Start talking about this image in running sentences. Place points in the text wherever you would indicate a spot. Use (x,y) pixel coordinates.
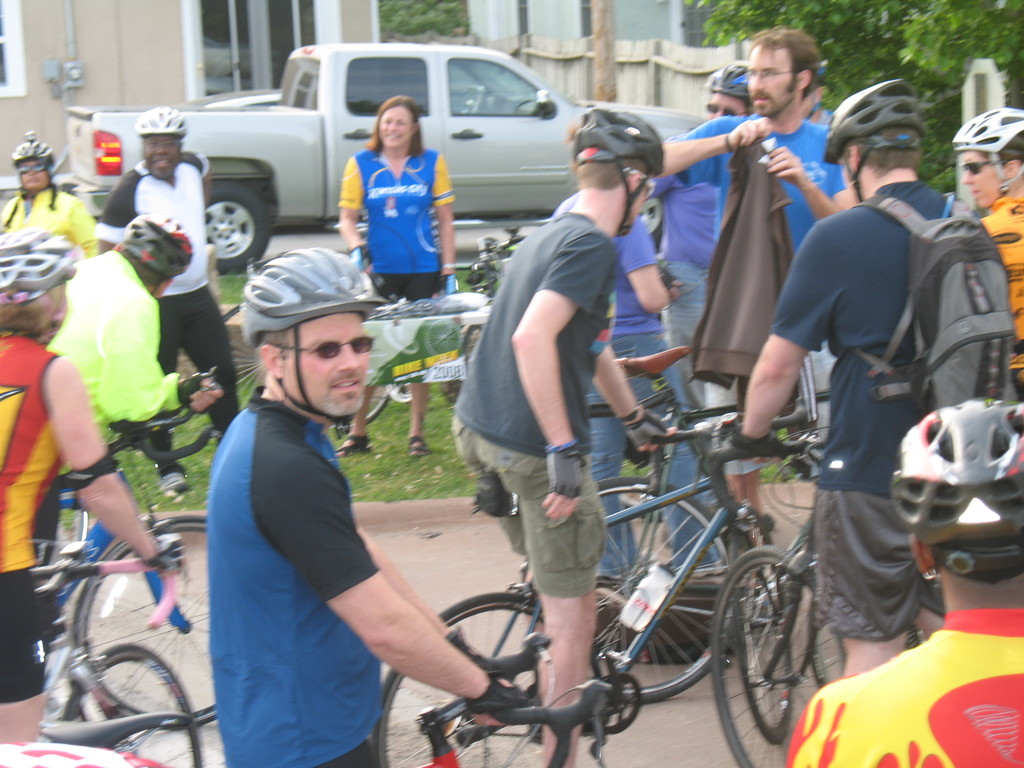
In this image we can see a few people (840,127) who are standing with a bicycle (783,578) and they wore a helmet (335,308). In the background (679,12) we can see a truck (435,110), a house (291,44) and a tree (916,35) which is on the right side (916,35).
